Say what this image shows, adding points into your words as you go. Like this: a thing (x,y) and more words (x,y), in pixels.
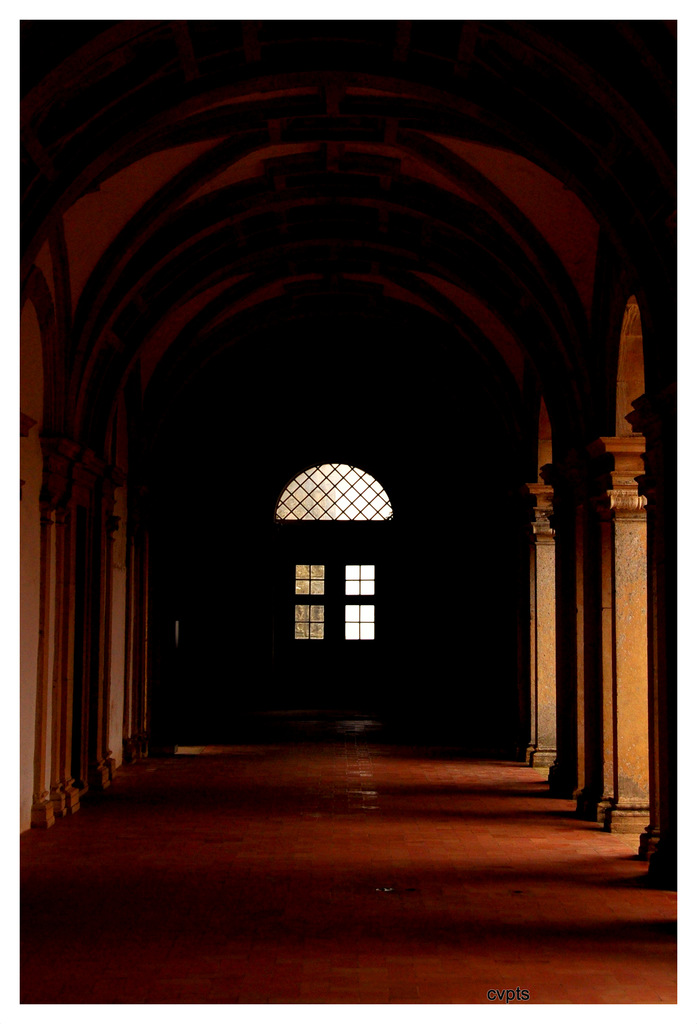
There is a floor (437,884) at the bottom of this image (435,893). We can see pillars (99,606) on the left side of this image (83,566) and right side of this image (605,642) as well. There is a window (299,506) in the middle of this image (353,490).
